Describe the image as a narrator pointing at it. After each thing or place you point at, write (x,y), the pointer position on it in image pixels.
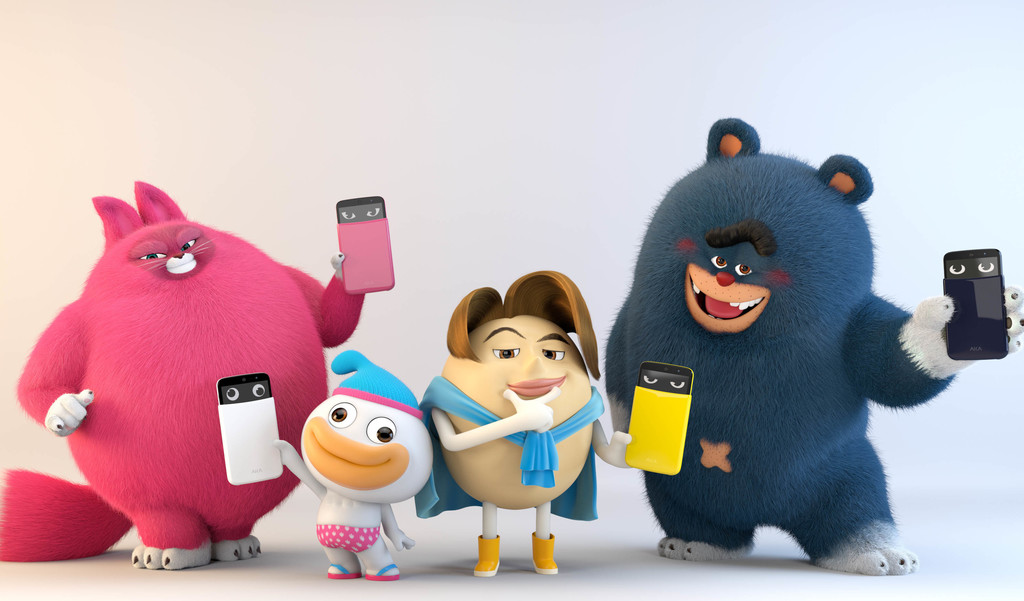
In this picture I can see some toys (314,452) holding an object's (674,462).
